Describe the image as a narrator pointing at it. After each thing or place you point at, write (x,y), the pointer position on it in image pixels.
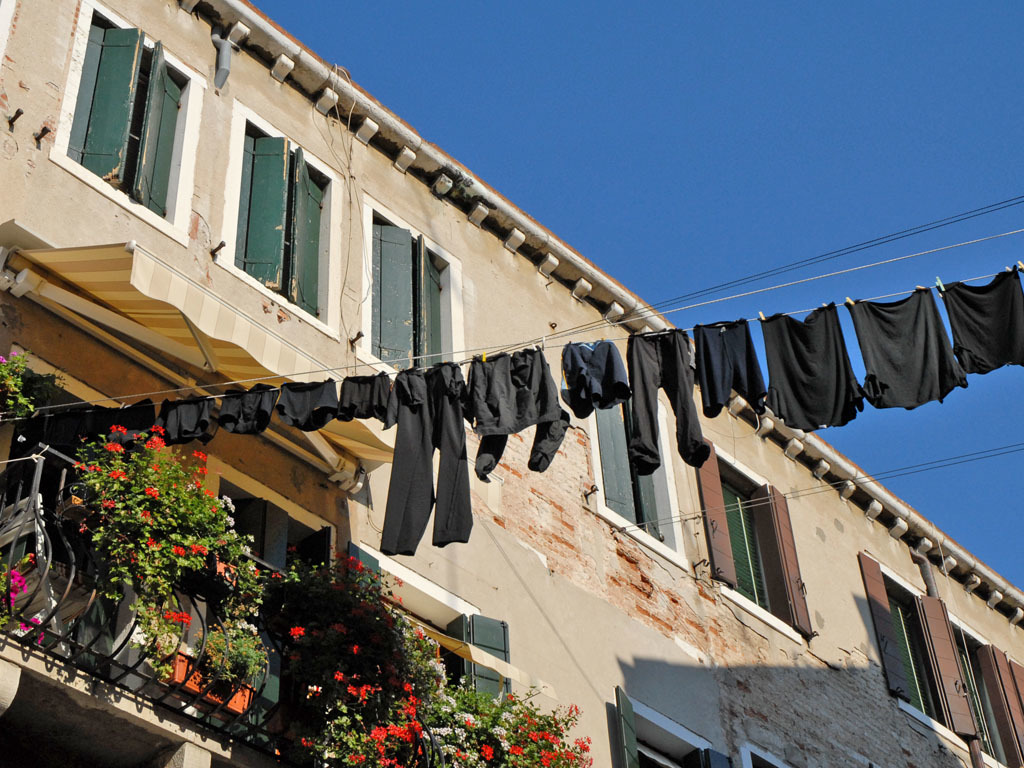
In the image we can see there are clothes (440,389) dried on the rope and behind there is a building (576,683).
